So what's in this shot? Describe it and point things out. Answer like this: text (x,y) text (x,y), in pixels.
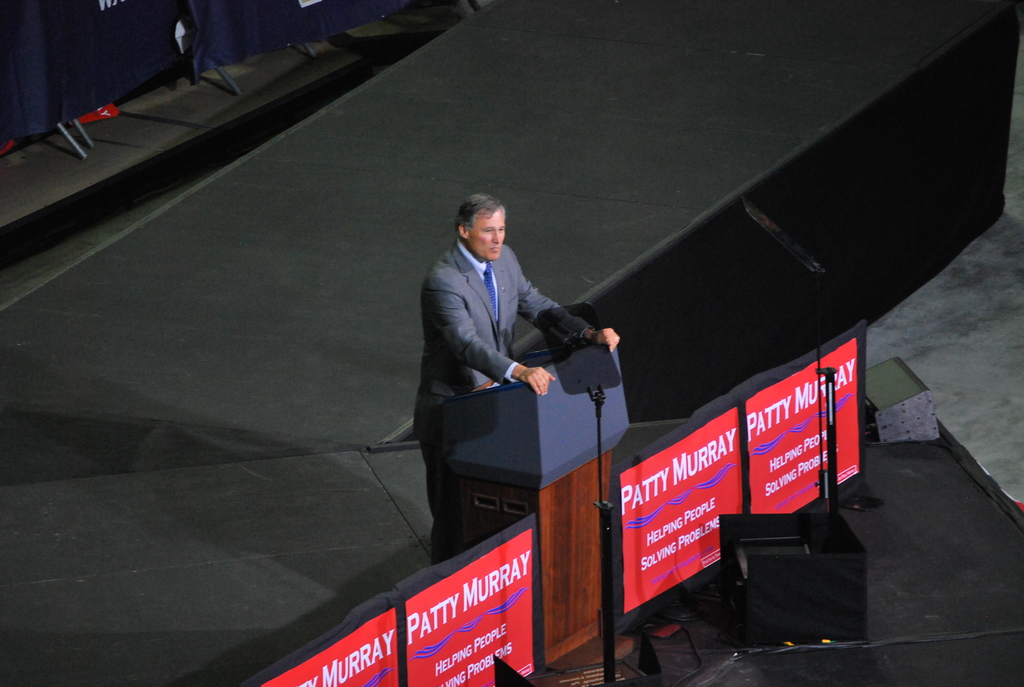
In the center of the image (429,429) we can see a man (437,442) standing, before him there is a podium (496,423). On the right (843,448) there is a speaker (780,607) and we can see boards (490,619). At the bottom (350,509) there is carpet (933,540).
